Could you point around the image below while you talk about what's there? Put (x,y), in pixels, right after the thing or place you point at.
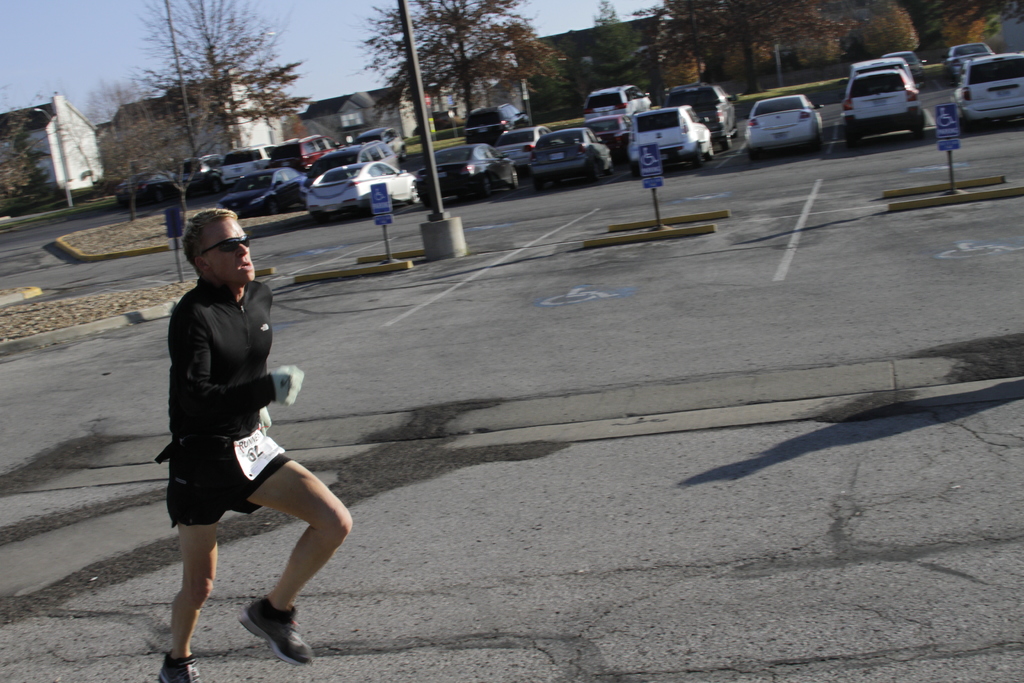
In the picture we can see a man (196,531) running on the road (246,531) wearing a black dress (254,482) with shoes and in the background (382,146), we can see poles (406,34), cars (511,187) are parked and trees (750,59) and we can also see a house (176,97) and sky (134,59).
